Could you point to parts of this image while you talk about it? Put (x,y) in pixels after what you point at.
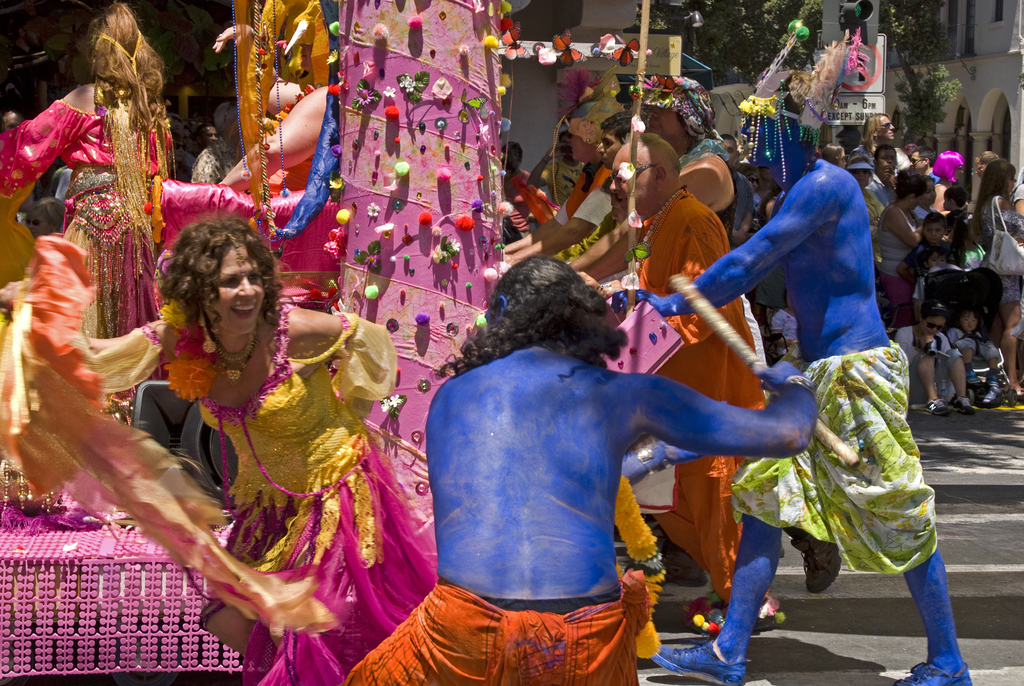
The picture is taken in a carnival. In the foreground of the picture (625,431) there are people (351,325) dancing. In the background (589,200) there are many people (596,196). At the top (929,52) there are trees (908,29), signal (862,25) and buildings (972,66). Towards left (107,554) there is a vehicle (64,601) and speakers (196,431).
